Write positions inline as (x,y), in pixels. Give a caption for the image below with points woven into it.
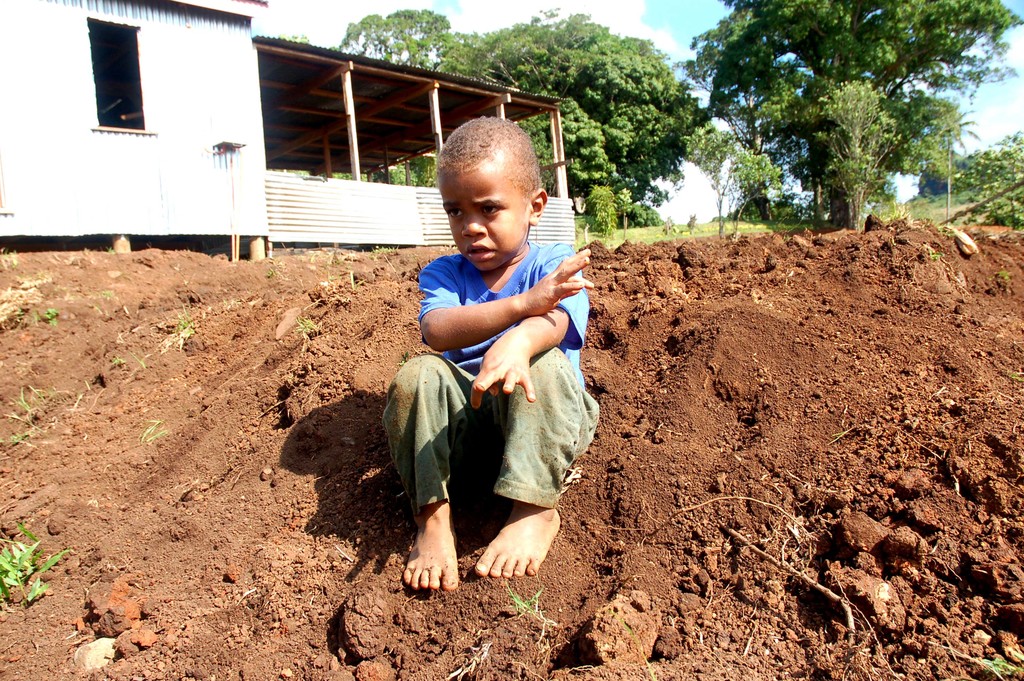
This kid (518,275) is sitting on soil (627,448). Background (584,174) there is a shed (393,140) and trees (670,86).
